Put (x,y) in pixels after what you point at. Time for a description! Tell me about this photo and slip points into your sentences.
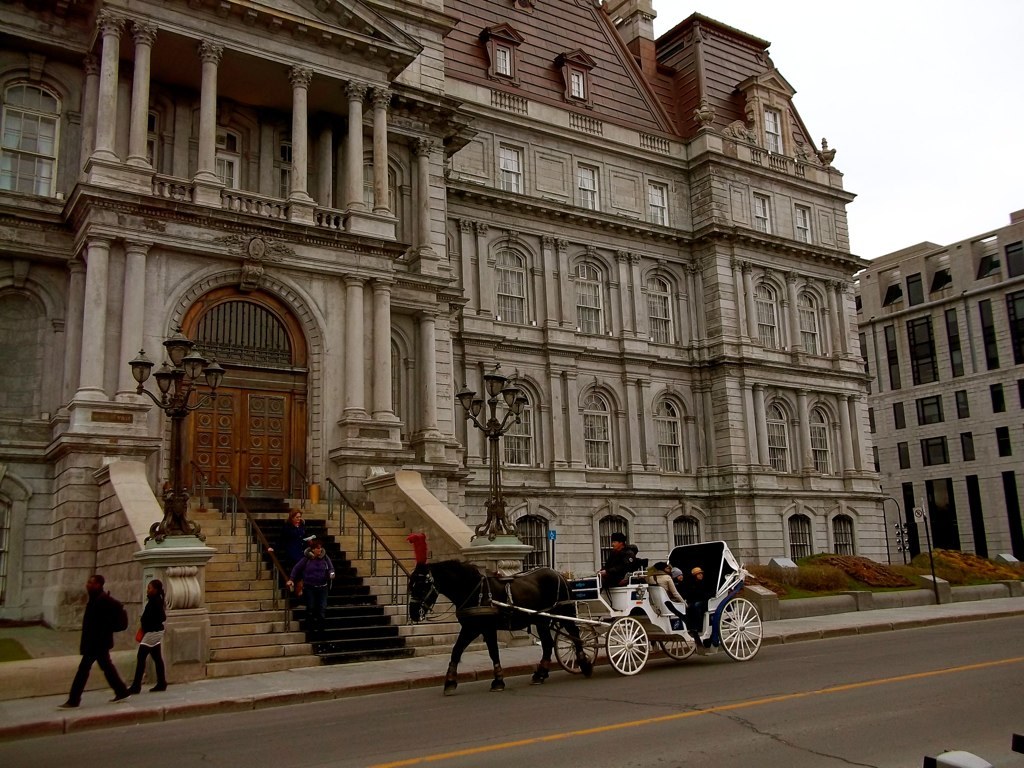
In this image I can see there are buildings (405,353), light pole (172,463) and stairs (348,597). And there are persons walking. And there is a cart (635,618) with a horse (513,577). And there is a pole (901,519) and a grass (906,571). At the top (916,197) there is a sky (875,231).
